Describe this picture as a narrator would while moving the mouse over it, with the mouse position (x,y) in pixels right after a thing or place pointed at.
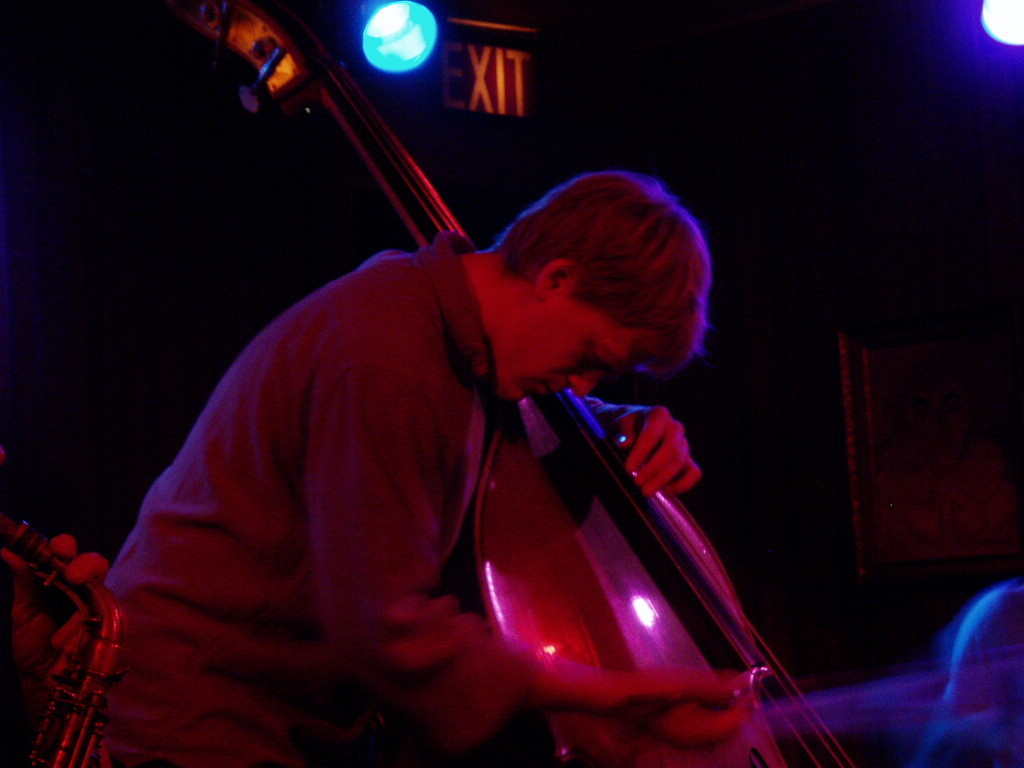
In this picture I can see a man (325,351) in front (329,509) and I see that he is holding an musical instrument (427,189). In the background (517,51) I can see an exit board (474,79) and I can see the lights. I can also see that it is totally dark.
